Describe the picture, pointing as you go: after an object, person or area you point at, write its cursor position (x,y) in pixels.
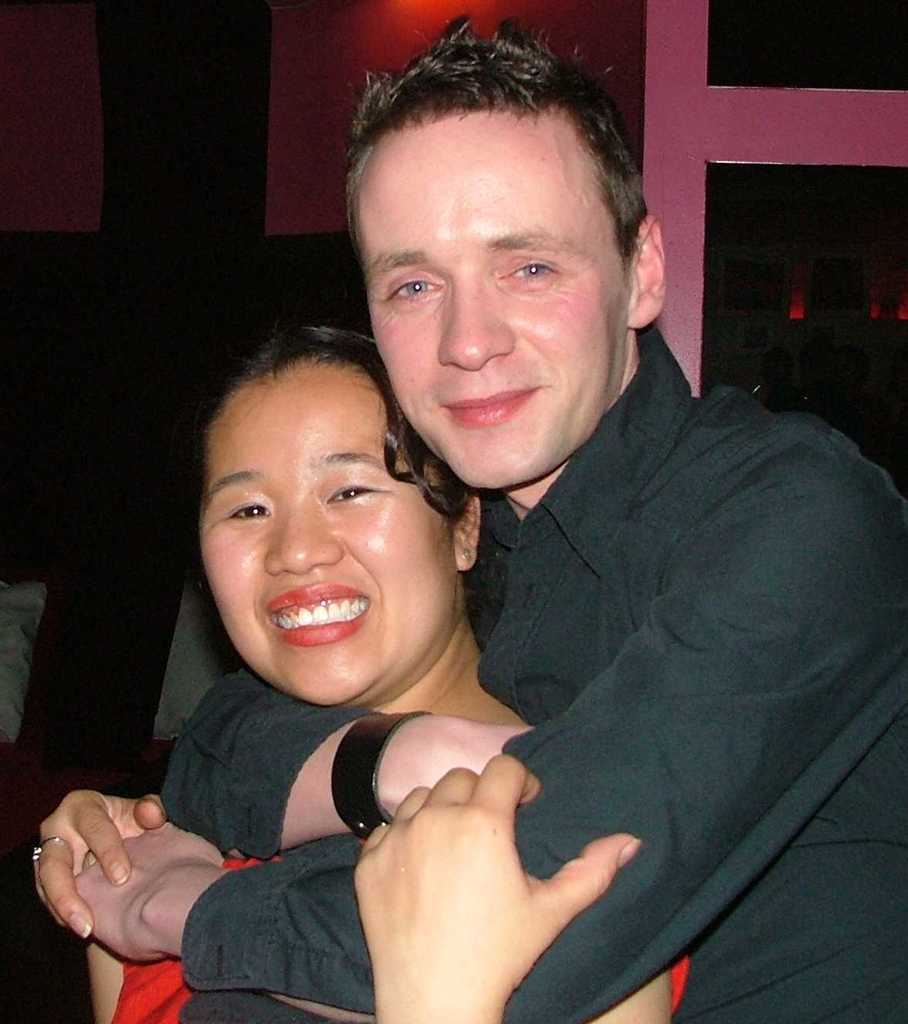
In this image we can see a man (665,662) and a woman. In the background (654,115) it is dark.
